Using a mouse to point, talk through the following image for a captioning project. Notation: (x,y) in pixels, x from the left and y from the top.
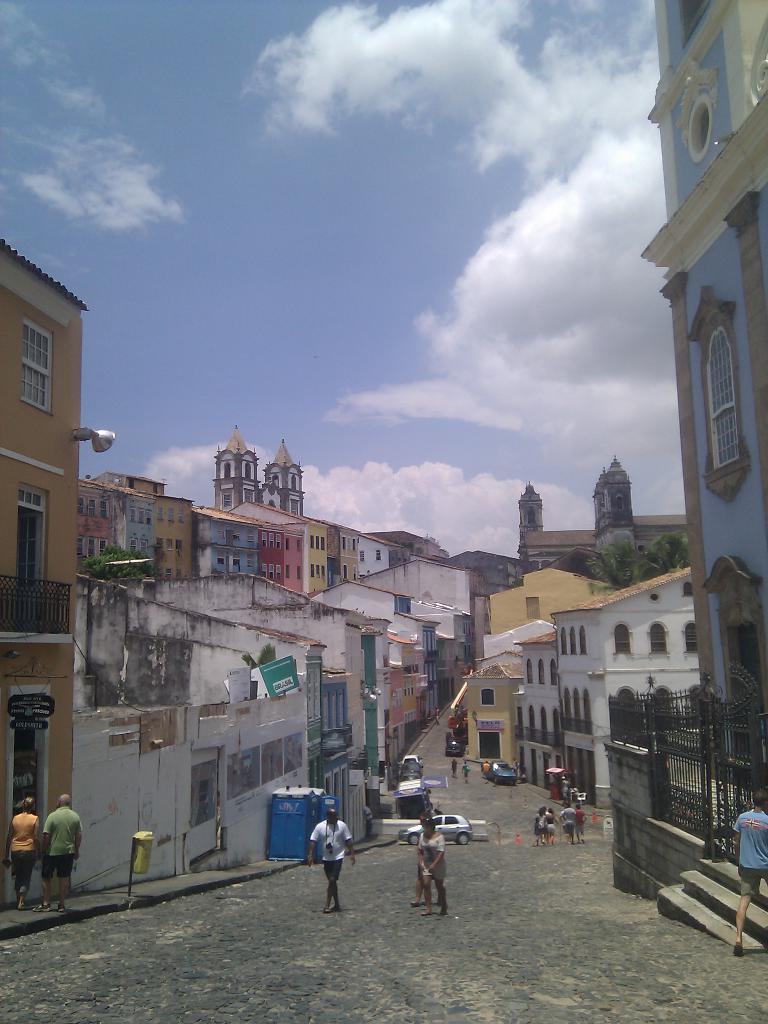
In this image there are few buildings (315,587), few people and vehicles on the road (206,916), a bin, a blue color object (290,829) and some clouds (534,228) in the sky (449,124).
